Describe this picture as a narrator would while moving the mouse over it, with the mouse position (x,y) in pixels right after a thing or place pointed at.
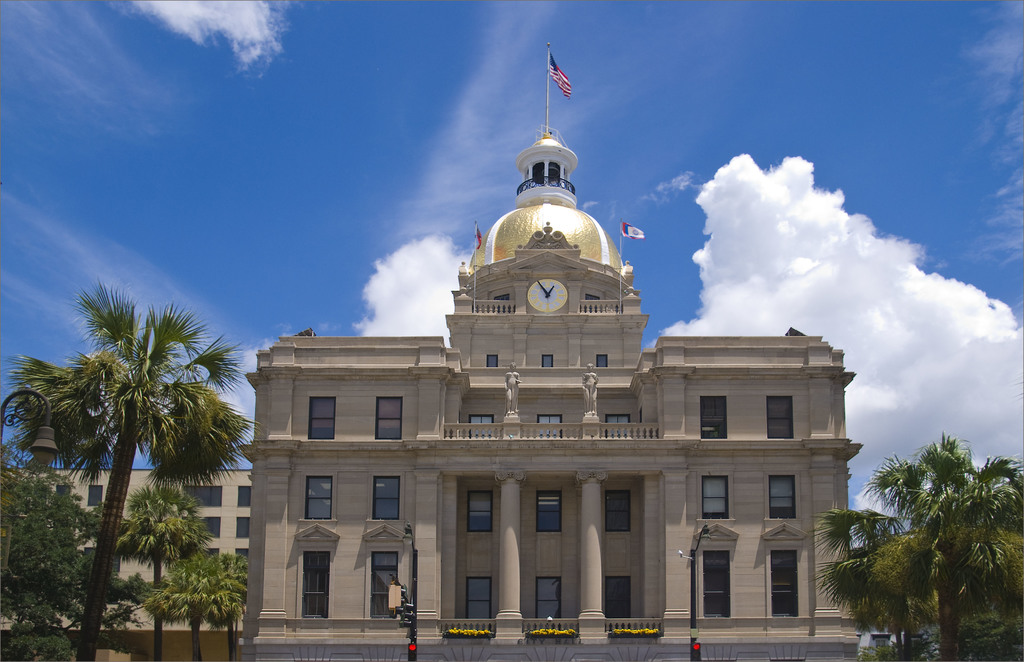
In this image I can see buildings (436,482). There are sculptures (510,389), trees (928,572), pillars (597,516), poles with flags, and also there are signal lights (411,641) with poles (413,625). And in the background (810,206) there is sky (215,306).
